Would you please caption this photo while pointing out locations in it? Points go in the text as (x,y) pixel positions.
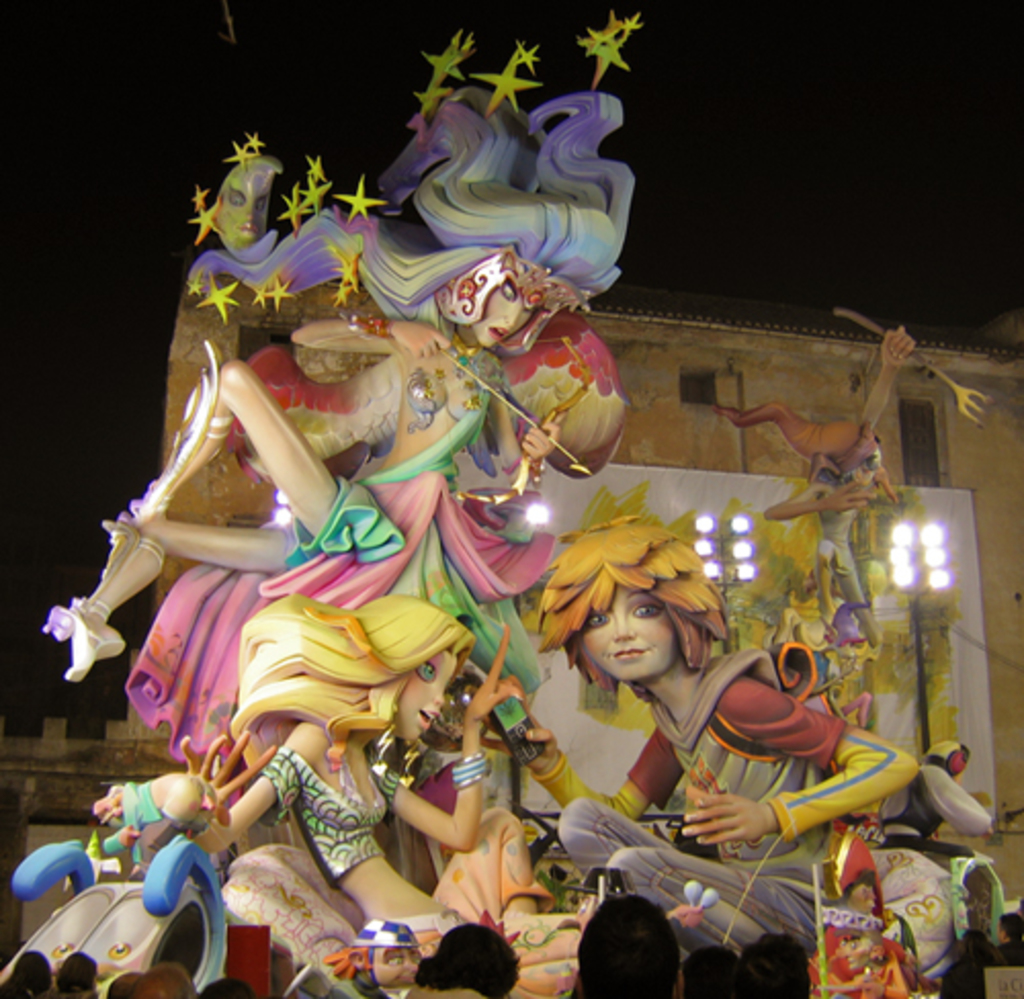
In this picture we can see there are fallas (386,585) and behind the fallas (365,757) there is a building (686,462) and poles (921,635) with lights (701,544). Behind the building (697,371) there is a dark background (693,93).
